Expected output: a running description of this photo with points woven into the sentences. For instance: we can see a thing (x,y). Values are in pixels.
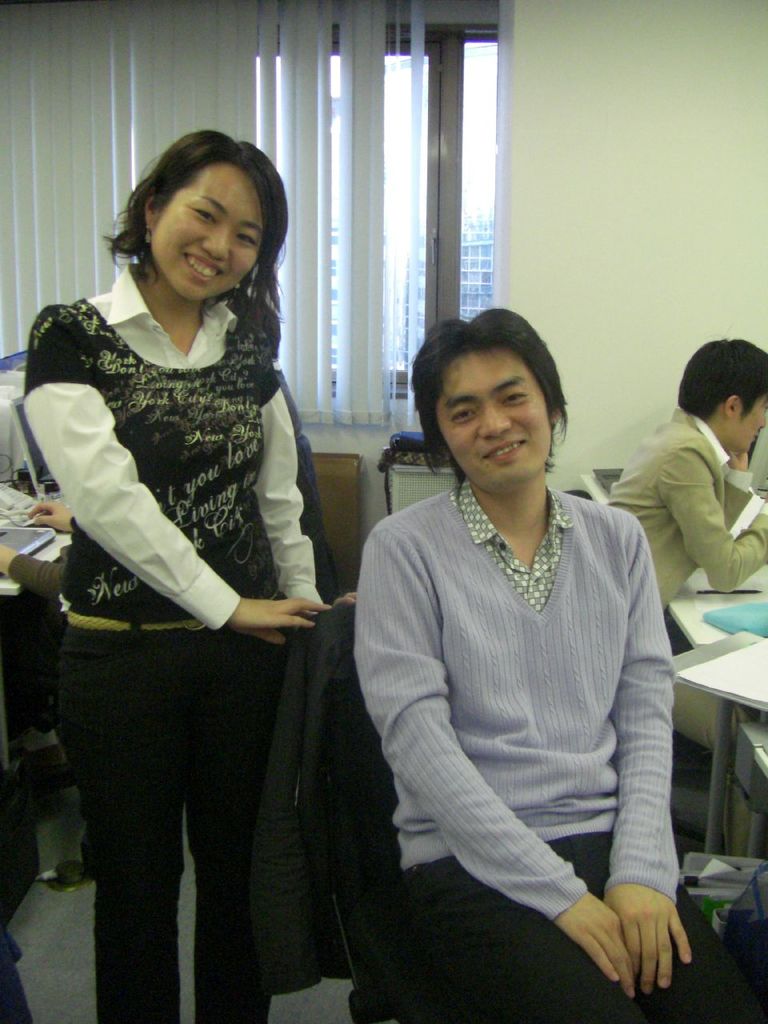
In this picture there is a girl (64,698) who is standing at the left side of the image (256,150) and a boy (433,910) who is sitting on the chair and there are windows (485,239) at the left side of the image (61,185), it seems to be an office room (280,101).
